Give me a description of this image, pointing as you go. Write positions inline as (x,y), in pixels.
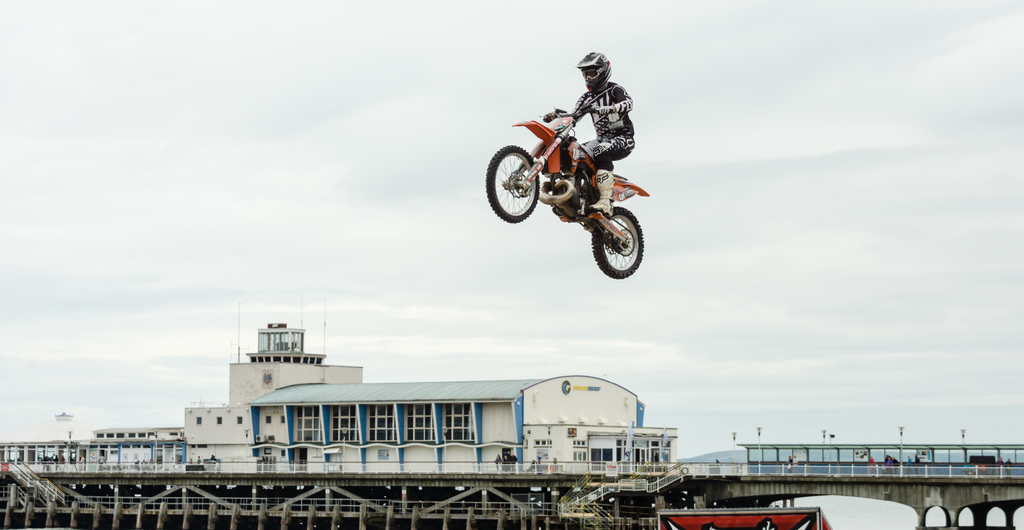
In this picture we can see a few buildings (592,451) and a person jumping with a motorbike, there are some pillars (15,489) and poles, in the background (510,317) we can see the sky (631,41).
